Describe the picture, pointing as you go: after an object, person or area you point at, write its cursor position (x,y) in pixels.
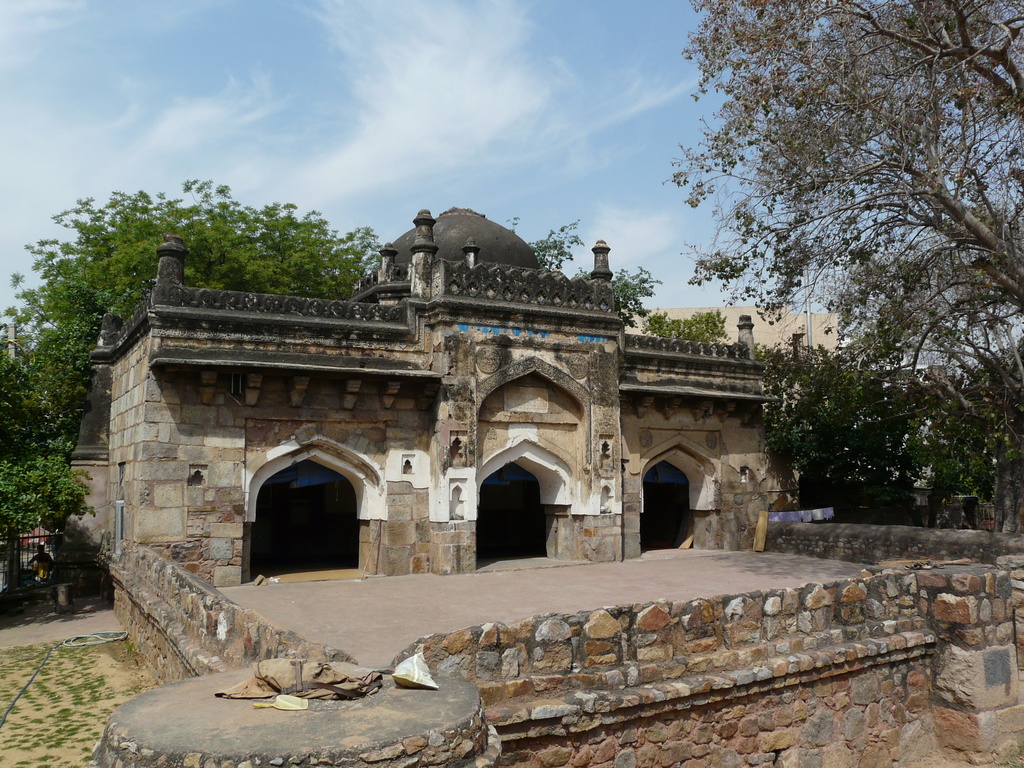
In the center of the image (508,436) we can see a fort (531,345). In the background (112,304) there are trees (751,144). At the bottom (1001,664) there is a wall (270,637). In the background (449,41) there is sky (443,75). On the left (7,560) there is a gate (23,549).
